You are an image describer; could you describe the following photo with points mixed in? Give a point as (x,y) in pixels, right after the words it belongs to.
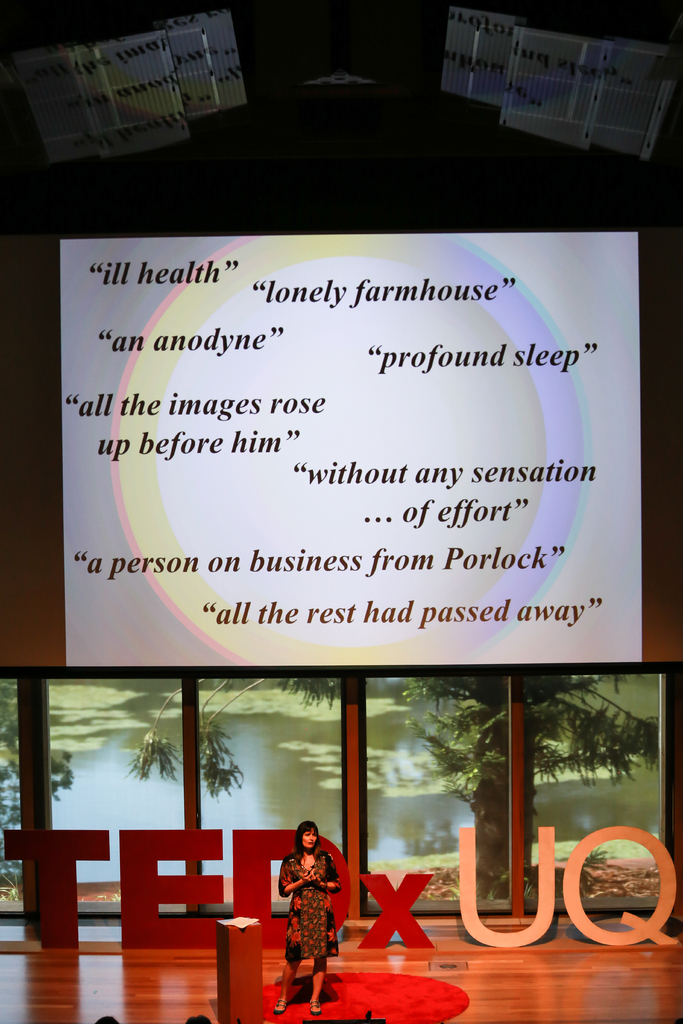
In the picture I can see a woman (294,957) is standing on the stage (347,964). In the background (267,783) I can see photos (392,835) of trees (495,810), a board (239,648) which has something written on it and some other objects (242,847) on the stage (211,1016).
